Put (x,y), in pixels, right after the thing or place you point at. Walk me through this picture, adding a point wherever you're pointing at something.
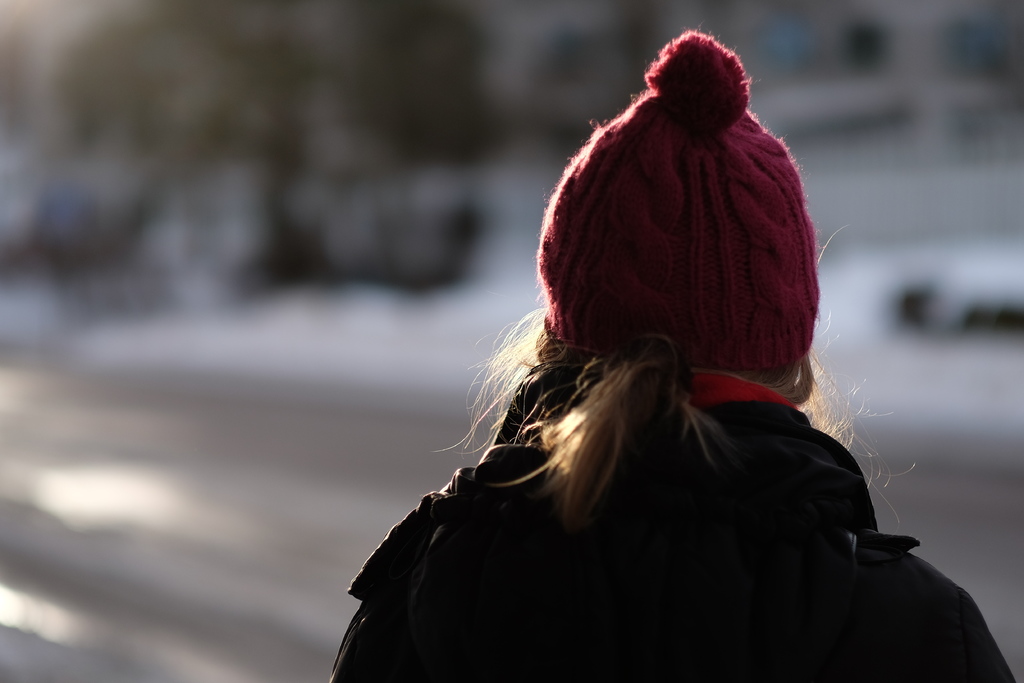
In this picture there is a woman (736,218) facing backwards. She is wearing a black jacket (629,496) and a red cap (678,218).
